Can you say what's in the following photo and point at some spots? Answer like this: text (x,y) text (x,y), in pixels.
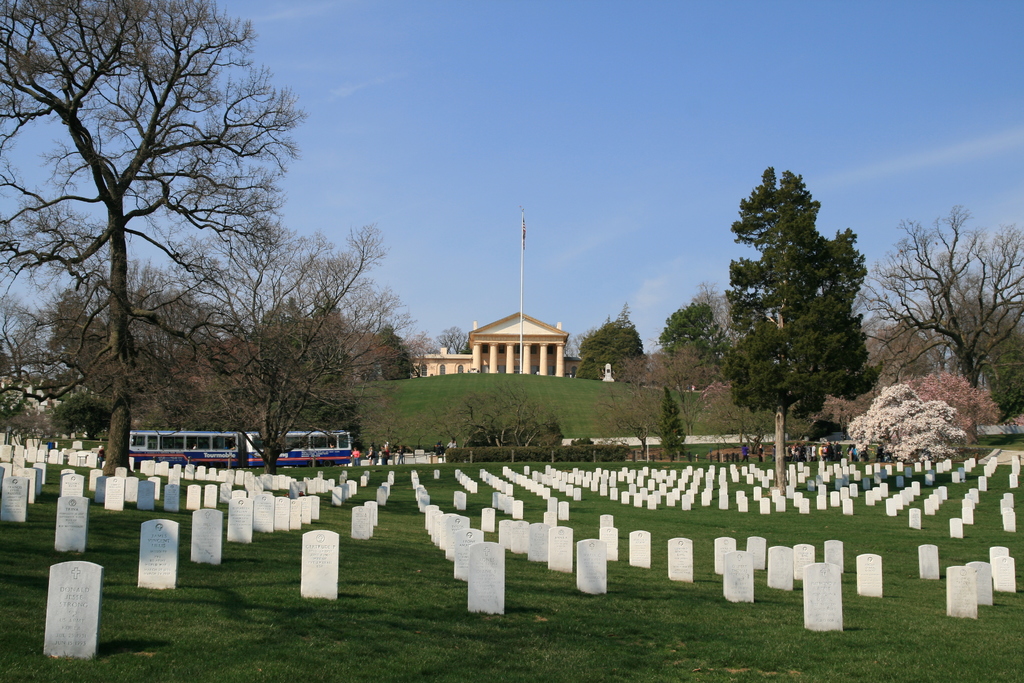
In this image, I can see a graveyard (366,524). There are groups of people (383,449), vehicles (294,451), trees (320,398), hill (445,385), building (536,366) and a pole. In the background (548,308), there is the sky (625,166).
